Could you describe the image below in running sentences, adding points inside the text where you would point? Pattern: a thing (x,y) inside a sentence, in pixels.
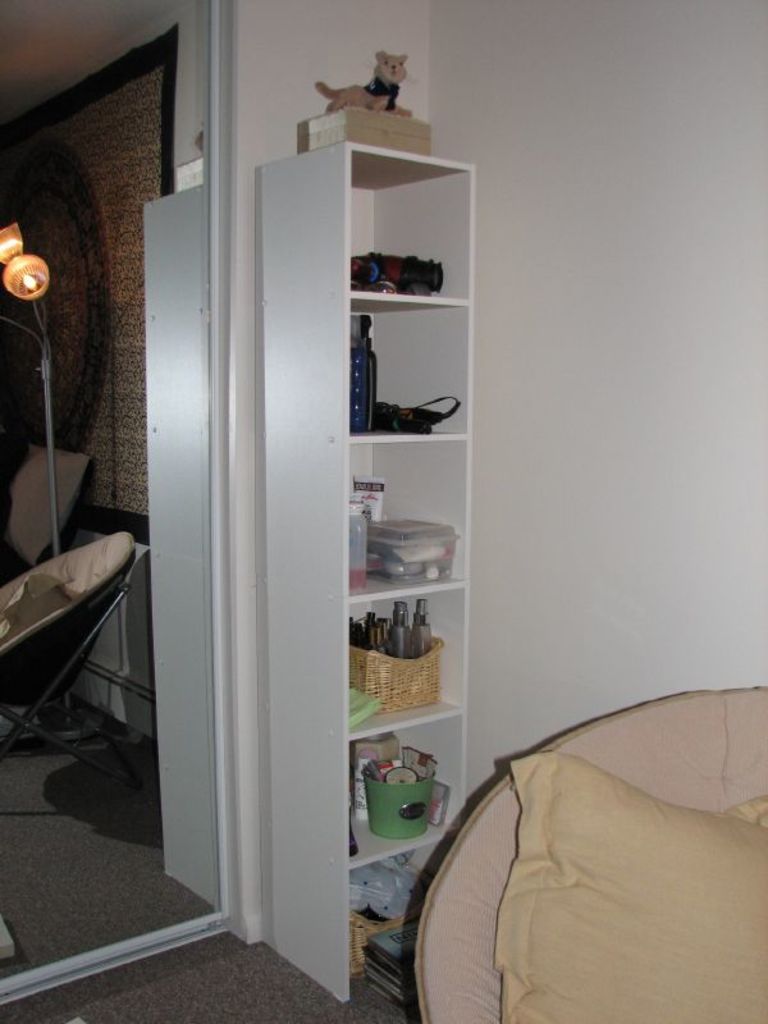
In this image we can see a chair (0,664), light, pillows (662,1013), carpet (203,991), wall (556,503), rack (413,489), box (428,542), bottles (355,556), basket (402,698), toy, and other objects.
